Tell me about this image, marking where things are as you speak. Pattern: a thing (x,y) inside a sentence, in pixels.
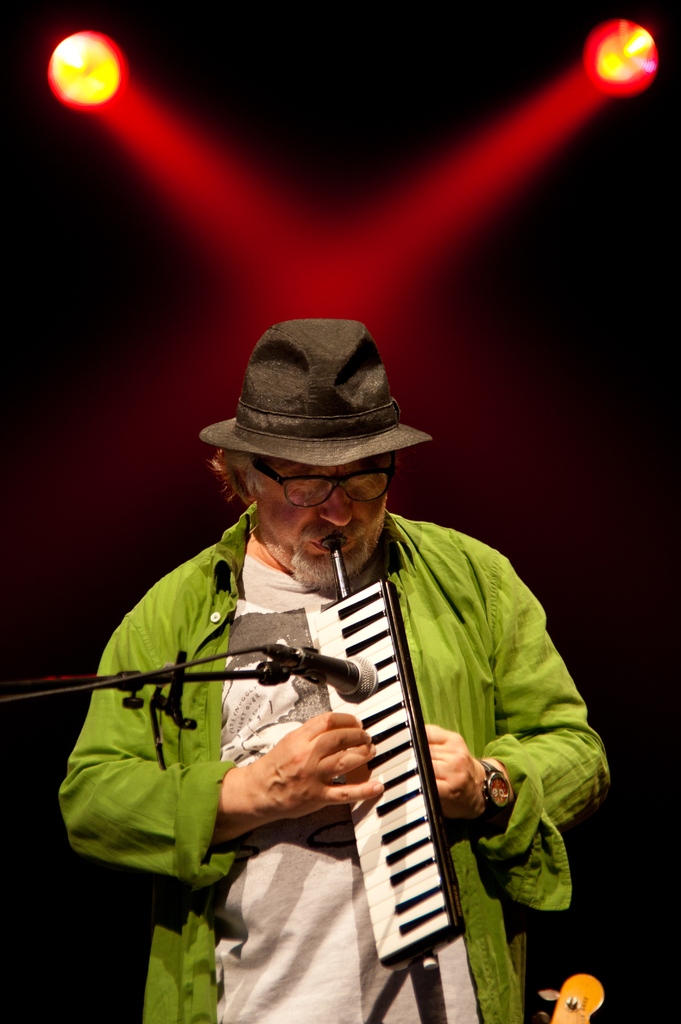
In this image we can see a man (271,910) is playing musical instrument (370,844), mic (352,693) on a stand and there is a hat (287,377) on the person's head (354,501). In the background (442,328) the image is dark but we can see lights (645,84).
